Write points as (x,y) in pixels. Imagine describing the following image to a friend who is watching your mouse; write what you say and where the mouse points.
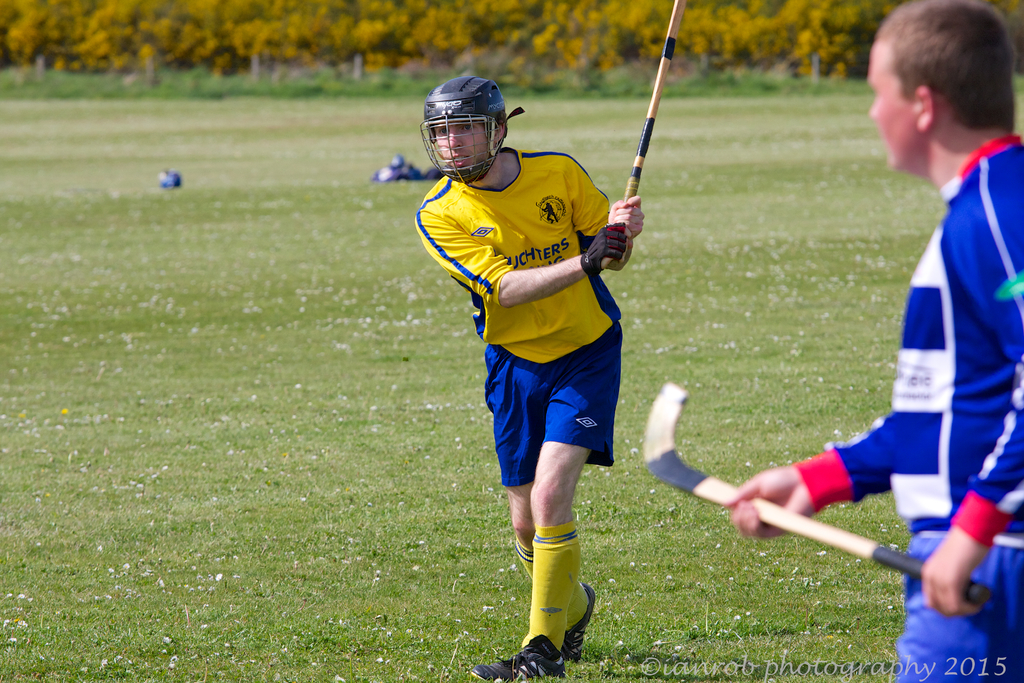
In this image I see 2 men (943,589) in which this man (548,226) is wearing yellow and blue color jersey (497,291) and this man (944,53) is wearing white and blue color jersey (877,442) and I see that both of them are holding sticks (663,402) and in the background (429,181) I see the green grass (404,249) and trees (154,29) over here and I see the watermark (910,656) over here.
